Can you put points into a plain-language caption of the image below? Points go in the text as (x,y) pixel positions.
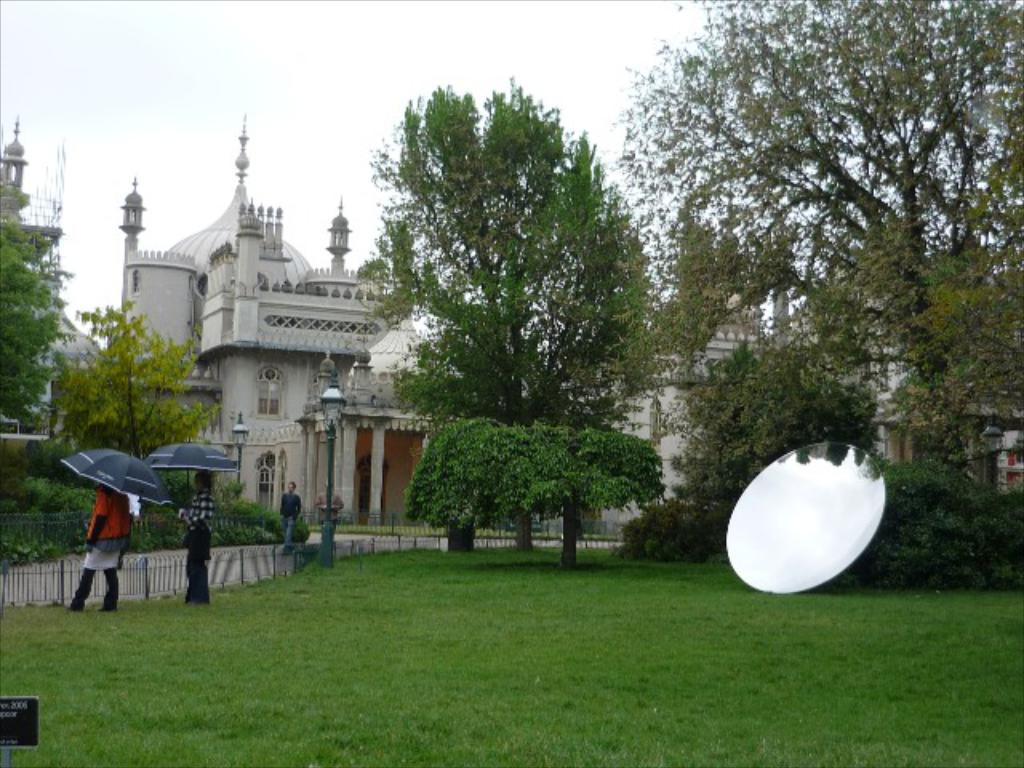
In the picture we can see lawn area (541,621), there is mirror (800,499), two persons (98,535) standing and holding umbrellas (151,496) in their hands (88,546), there is a person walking through the walkway (260,563) and in the background of the picture (280,436) there are some trees (81,437), monuments (304,387) and cloudy sky (321,76).
